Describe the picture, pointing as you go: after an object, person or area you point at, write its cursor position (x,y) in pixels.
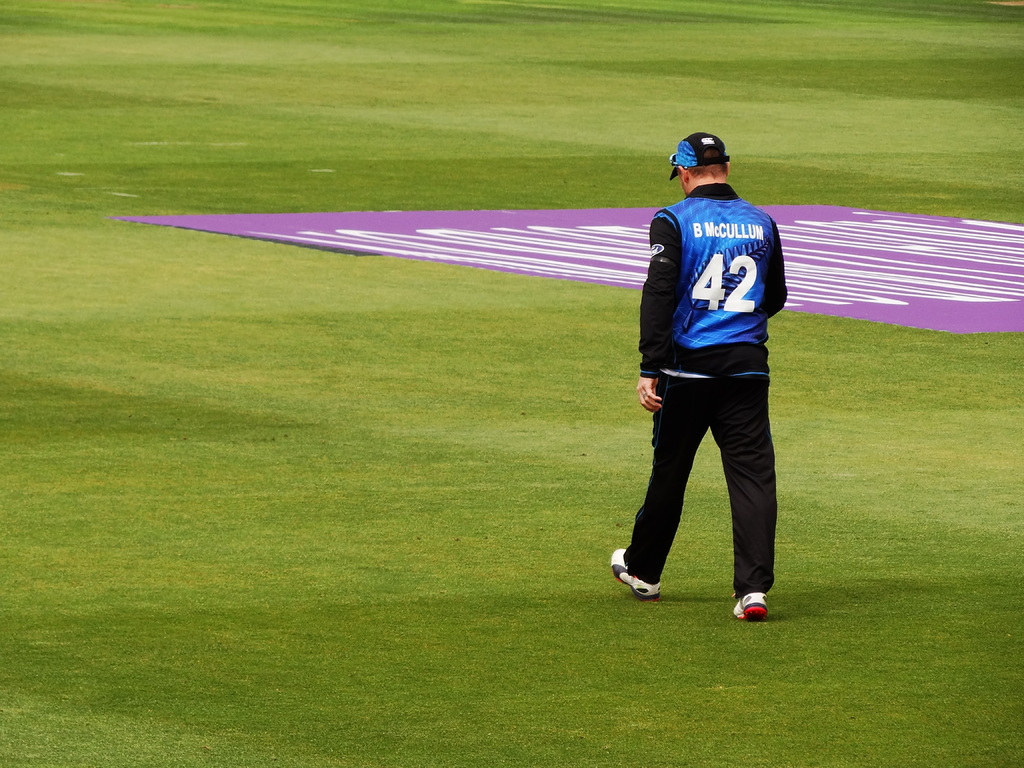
This is a playing ground (184,569). I can see the grass (356,628) on the ground (429,498). On the right side of this image (715,386) there is a man (706,379) walking towards the back side (660,572). In the background (594,237) there is a board (350,238) placed on the ground (897,372).
